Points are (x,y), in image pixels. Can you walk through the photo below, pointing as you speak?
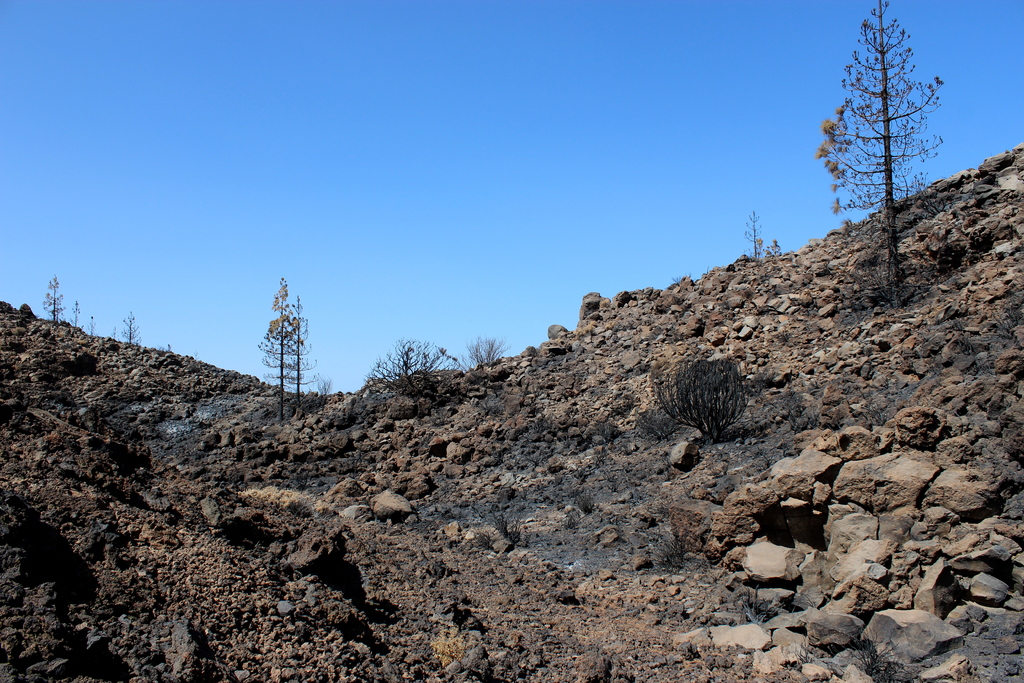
In this image we can see a mountain (324,552) on which there are some stones (452,439), dry trees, black soil (106,681) and top of the image (329,182) there is clear sky (408,212).
